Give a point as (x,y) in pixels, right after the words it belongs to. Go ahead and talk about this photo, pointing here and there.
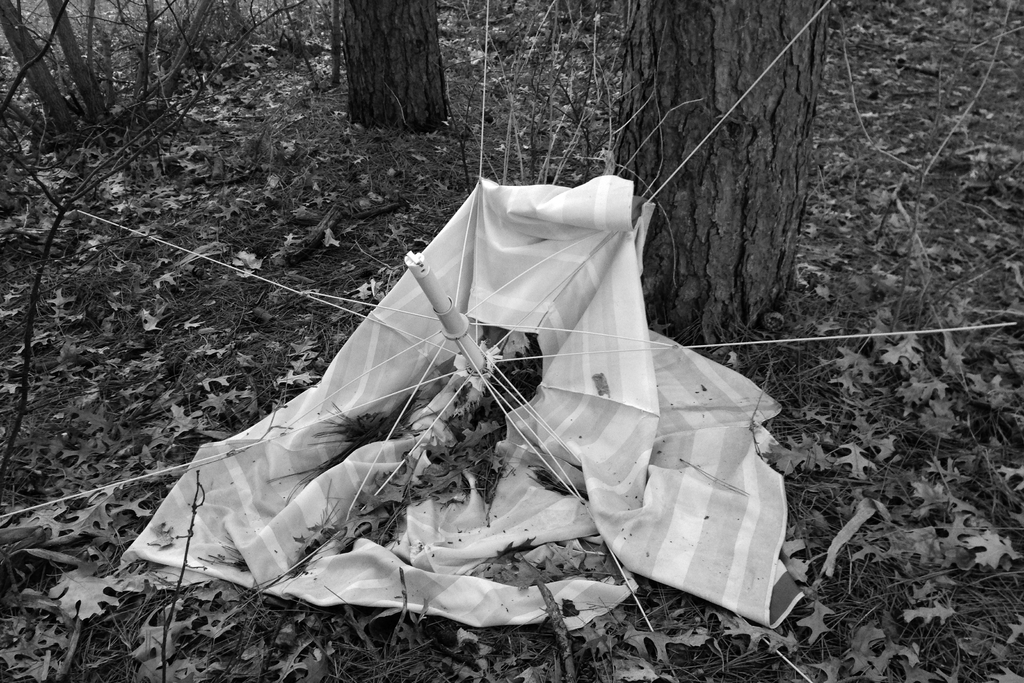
In this picture I can see there is an umbrella (235,491), it has metal rods (464,263), it has a white cloth (605,282) and there are few dry leaves (130,184) on the floor (146,595), there are trees (660,311) in the backdrop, there are plants (223,1) and this is a black and white image.
